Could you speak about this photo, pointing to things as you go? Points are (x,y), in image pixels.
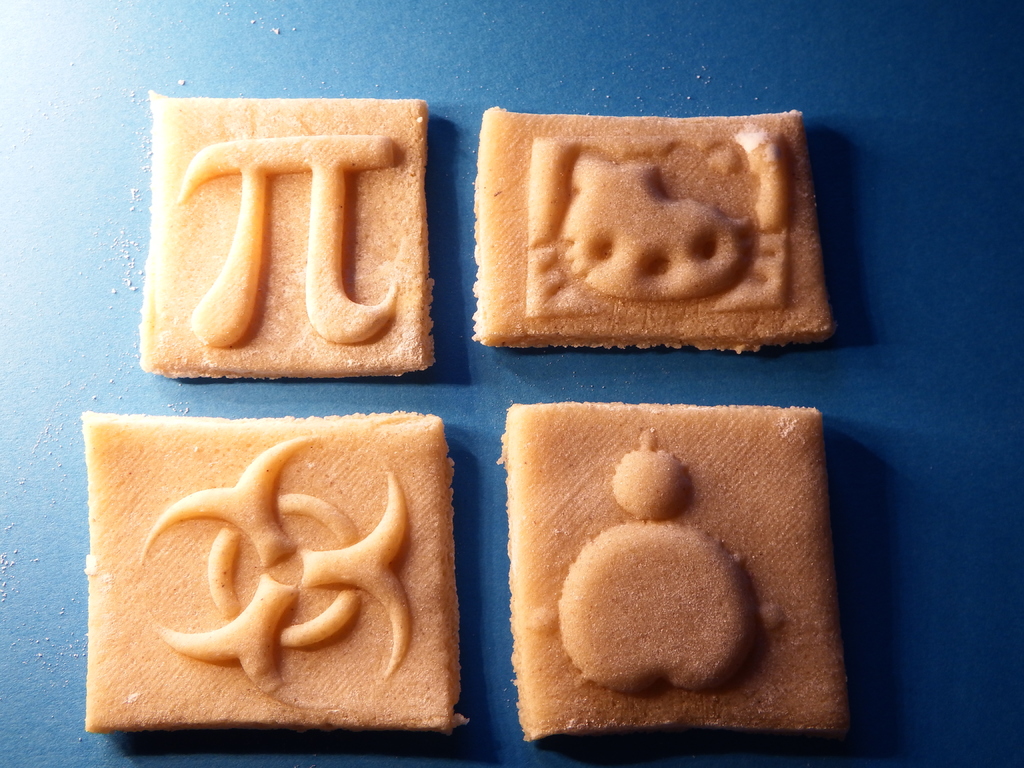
In this image there are four biscuits (369,453), and there is blue background (926,399).
